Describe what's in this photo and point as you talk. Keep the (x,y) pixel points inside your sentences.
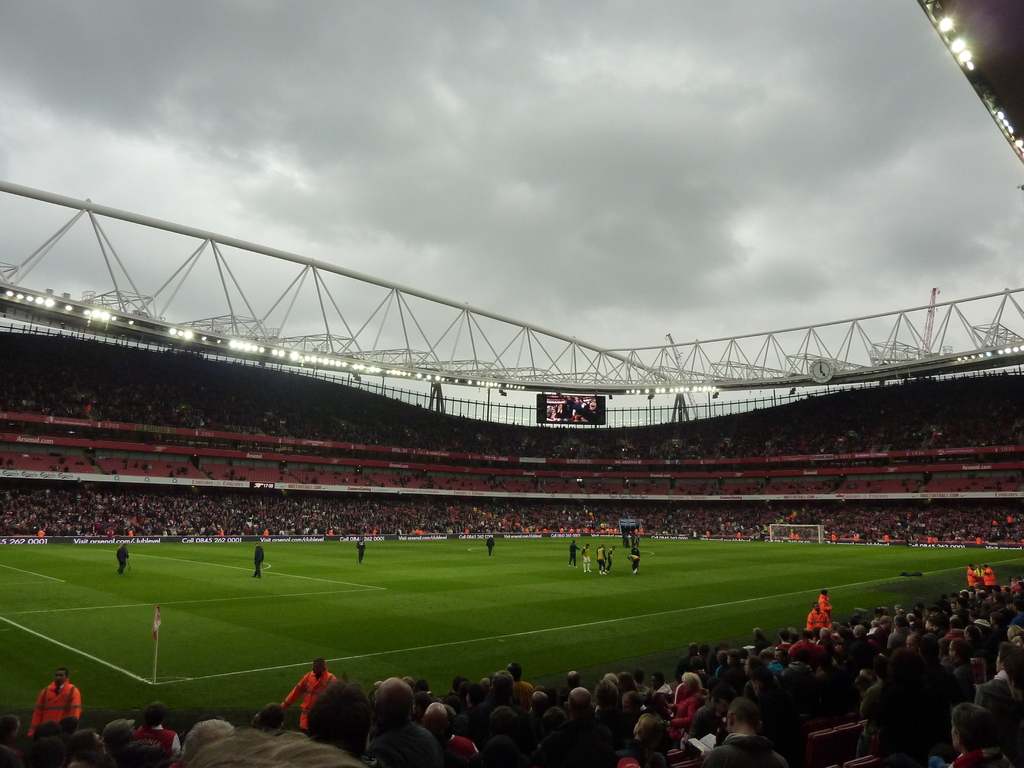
This image consists of many persons (125,502). It looks like it is clicked in a stadium (720,690). At the bottom (660,730), there is a crowd (603,706). At the top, there are lights (181,333) fixed to the stand (231,326). And the sky (438,178) looks cloudy. At the bottom (361,583), there is green grass (291,592) on the ground (285,580).
